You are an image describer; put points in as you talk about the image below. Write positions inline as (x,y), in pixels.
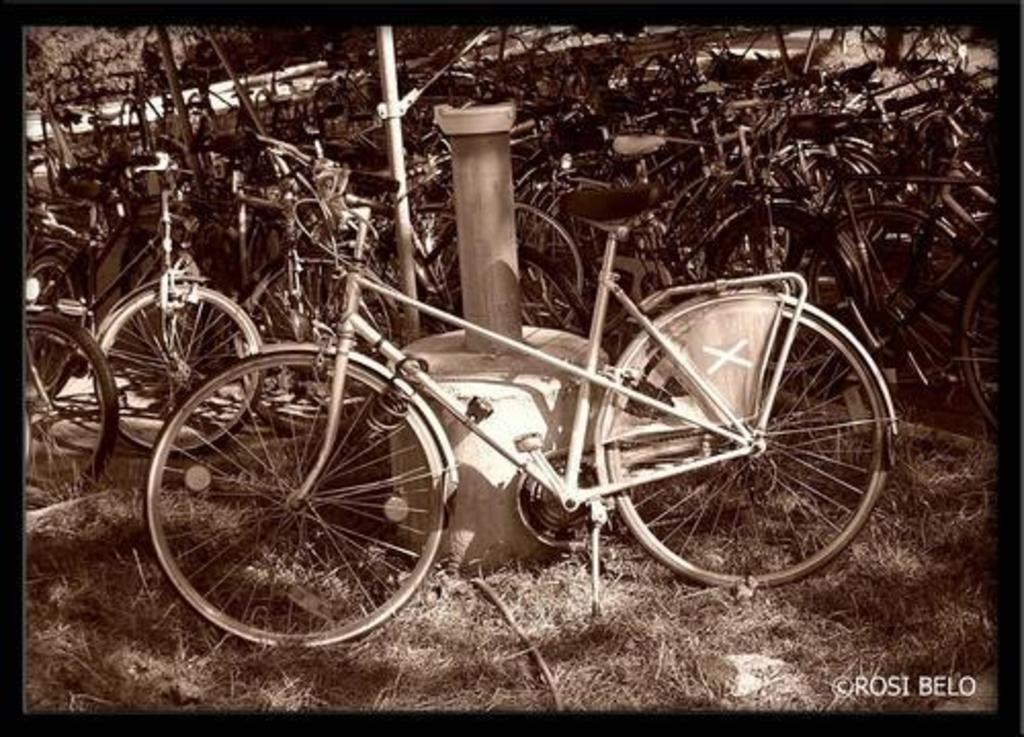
In this image I can see many bicycles (220,337). To the side I can see the poles (400,229). In the background (58,88) I can see trees (237,26). I can also see the grass (433,631) on the ground (628,618).
